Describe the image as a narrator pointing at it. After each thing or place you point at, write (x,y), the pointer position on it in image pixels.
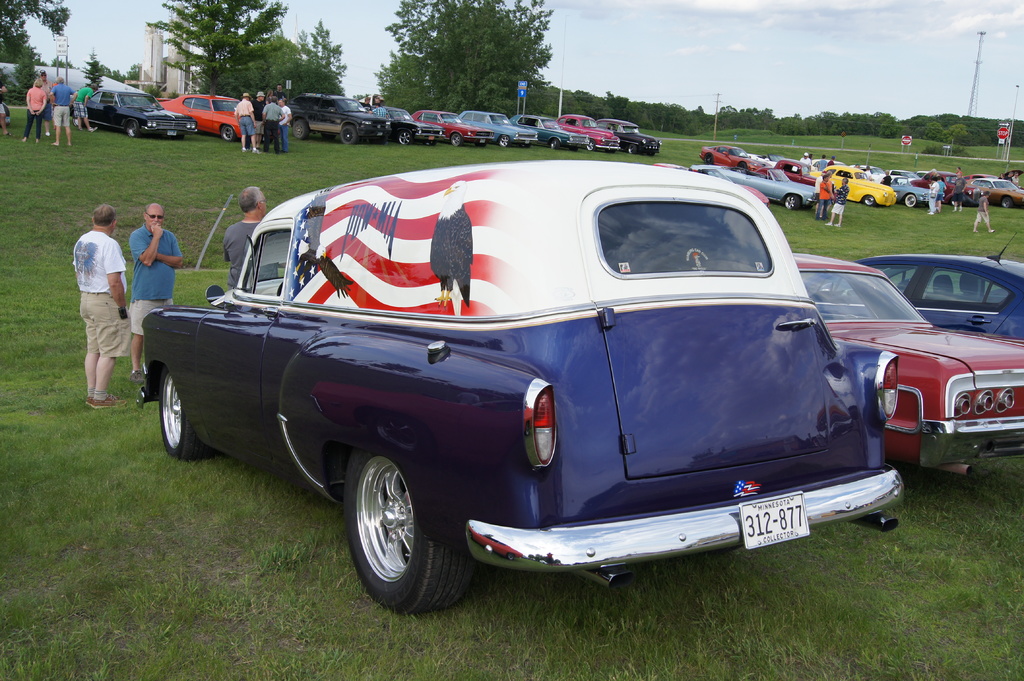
In this picture there are few cars (502,139) and people (172,284) on a greenery ground (197,291) and there are few trees (424,48) and poles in the background (221,50).
